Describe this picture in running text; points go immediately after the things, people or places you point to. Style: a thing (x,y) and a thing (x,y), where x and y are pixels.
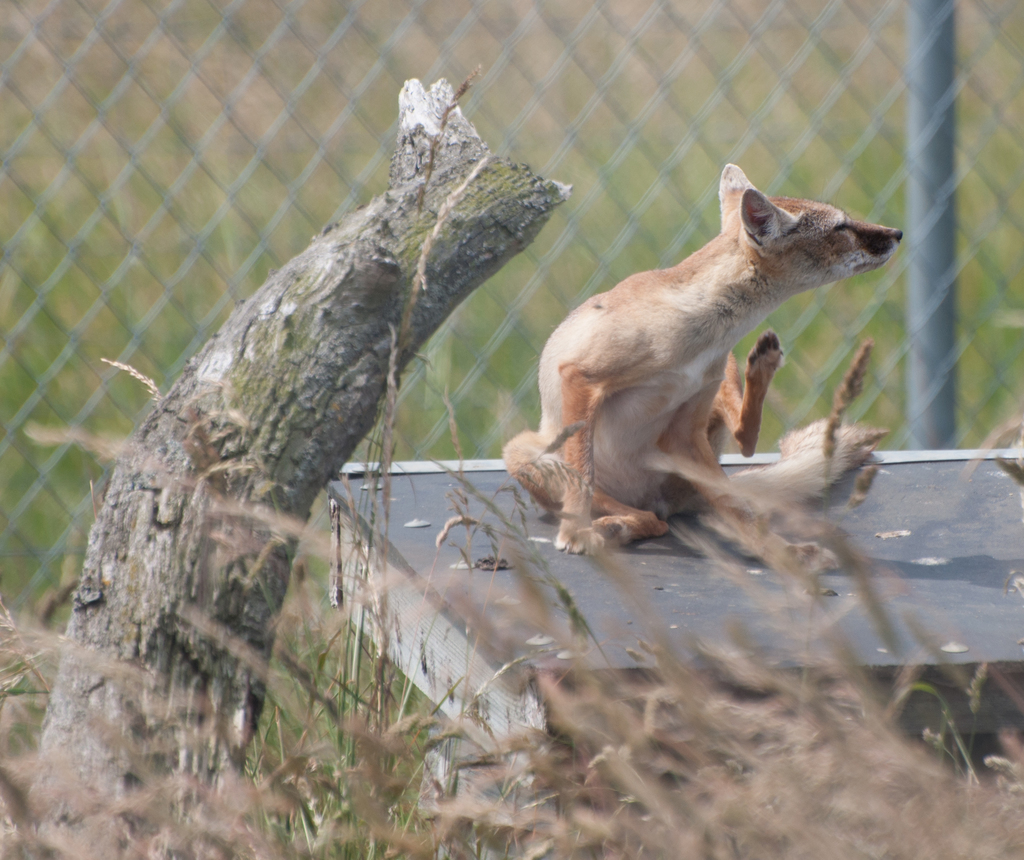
In this image there is an animal (610,436) sitting on the surface (799,640). Beside it there is a tree trunk (286,416). Behind it there is a fence (781,80). There is grass (512,770) on the ground (545,766).
